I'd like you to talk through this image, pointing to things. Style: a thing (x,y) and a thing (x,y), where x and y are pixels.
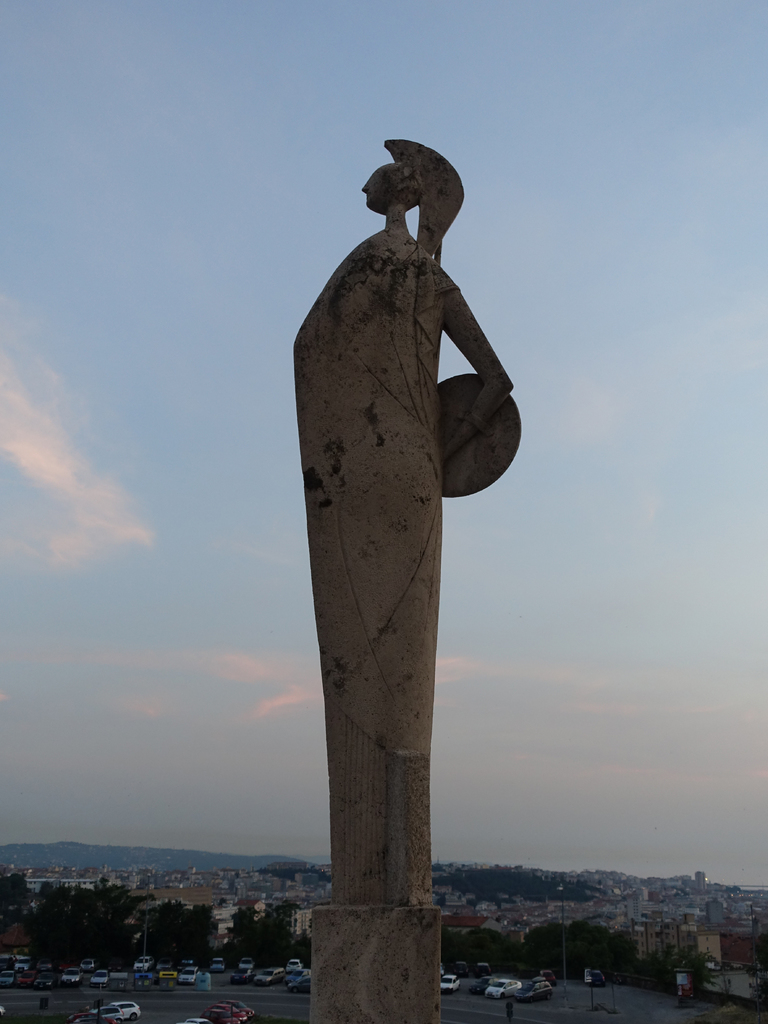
This image is taken outdoors. At the top of the image (155,329) there is a sky (208,448) with clouds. In the middle of the image (419,494) there is a statue (371,743). At the bottom of the image (148,950) there are many buildings (245,900), houses (612,891) and trees (236,930). A few cars (32,980) are parked on the road (635,1003) and a few are moving on the road (556,1003). In the background (93,855) there are a few hills (578,877).
